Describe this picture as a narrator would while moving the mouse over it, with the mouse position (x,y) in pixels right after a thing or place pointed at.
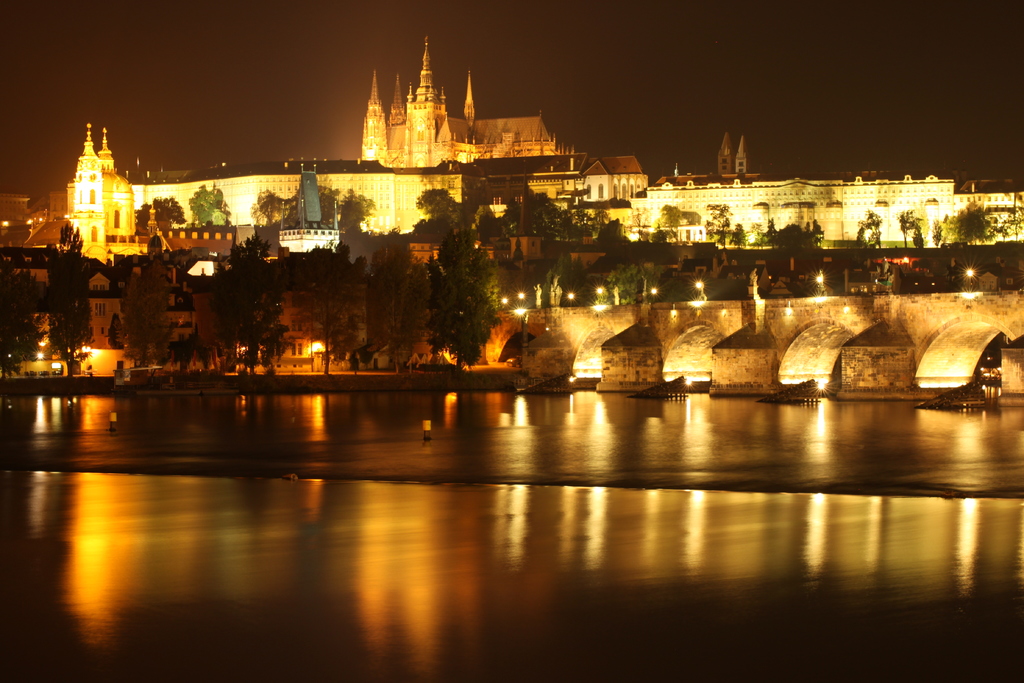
In this image, we can see few bungalows (45,253), buildings (862,268), trees (63,256), bridge (959,345), lights (236,351), water (955,586). Background (959,123) there is a sky (368,99).
